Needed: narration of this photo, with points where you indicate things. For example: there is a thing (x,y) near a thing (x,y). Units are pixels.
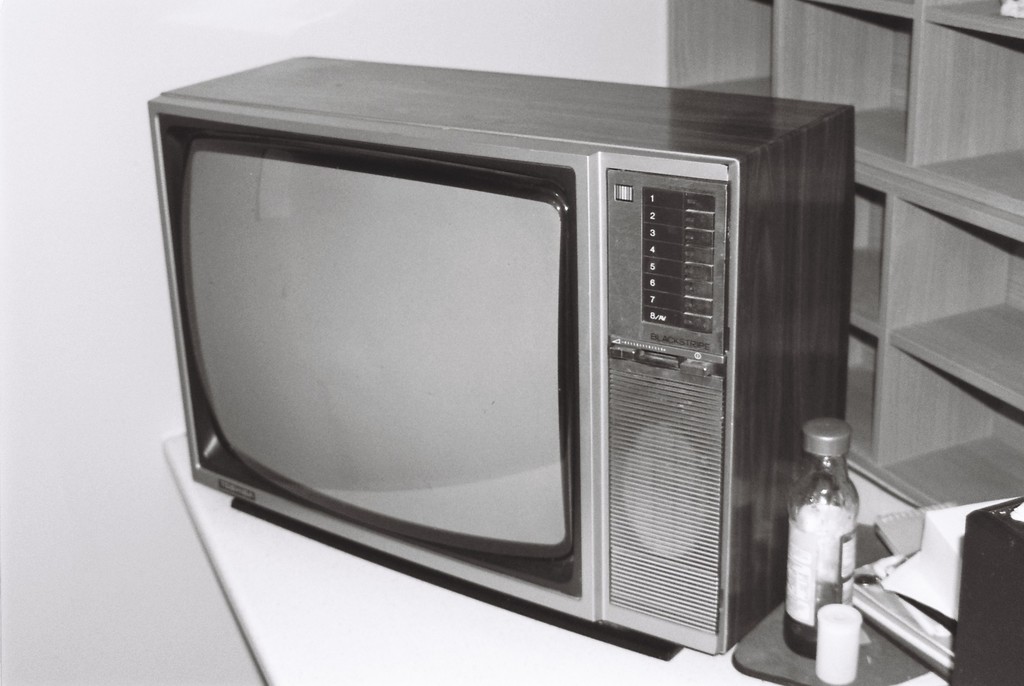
In the front of the image (198,343) there is a table (317,615), above the table (448,683) there is a television (721,501), bottle (834,549), books (862,594) and things (994,598). In the background of the image (645,15) there is a wall (625,70) and cupboard (967,220).
